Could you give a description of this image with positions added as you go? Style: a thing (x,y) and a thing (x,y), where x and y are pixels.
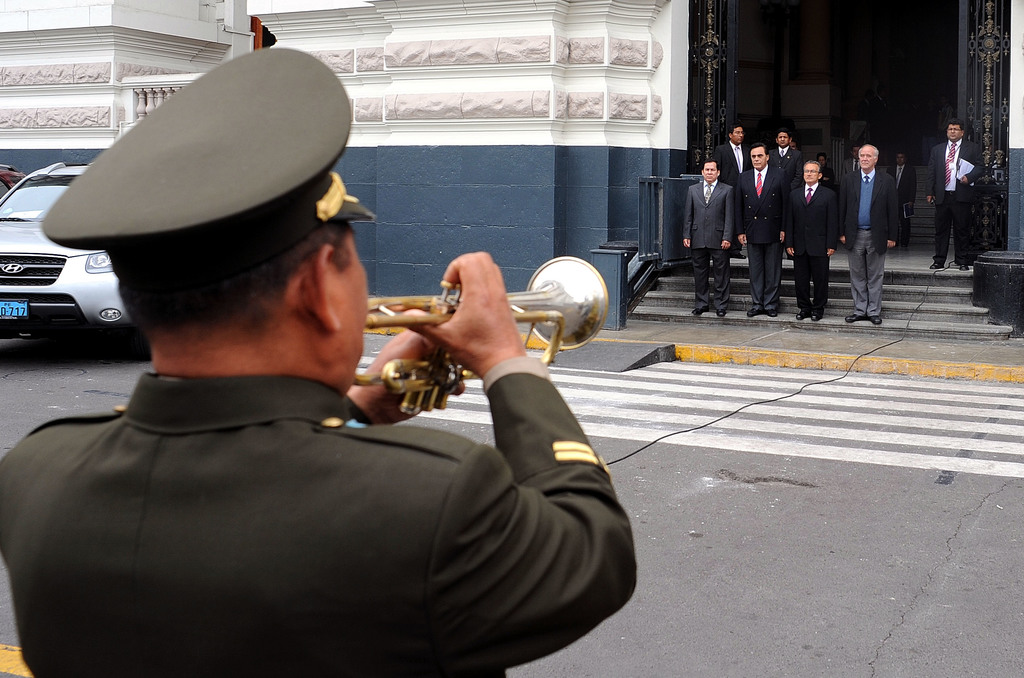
In the foreground of the image (207,352) there is a person (248,371) playing a musical instrument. In the background of the image (702,277) there are people (735,199), building (584,202), car (75,254). At the bottom of the image (862,563) there is road (827,527).
